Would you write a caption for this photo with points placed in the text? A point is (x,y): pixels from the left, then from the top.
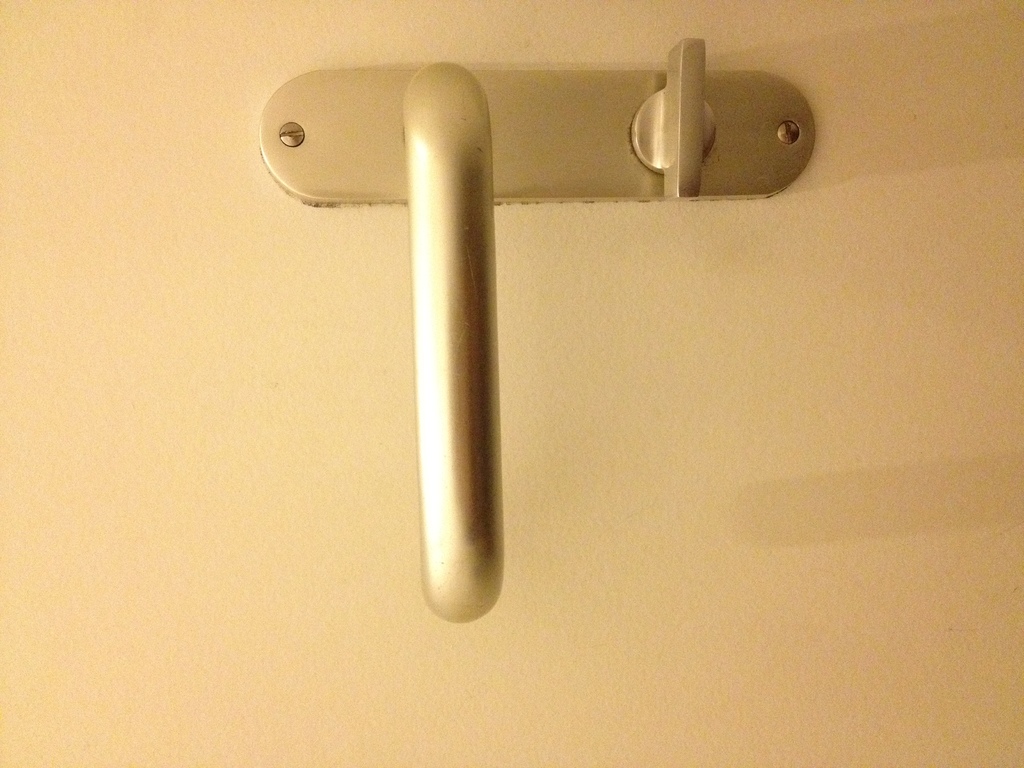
In the center of the image (460,287), we can see a handle (459,240) on the door (383,345).
